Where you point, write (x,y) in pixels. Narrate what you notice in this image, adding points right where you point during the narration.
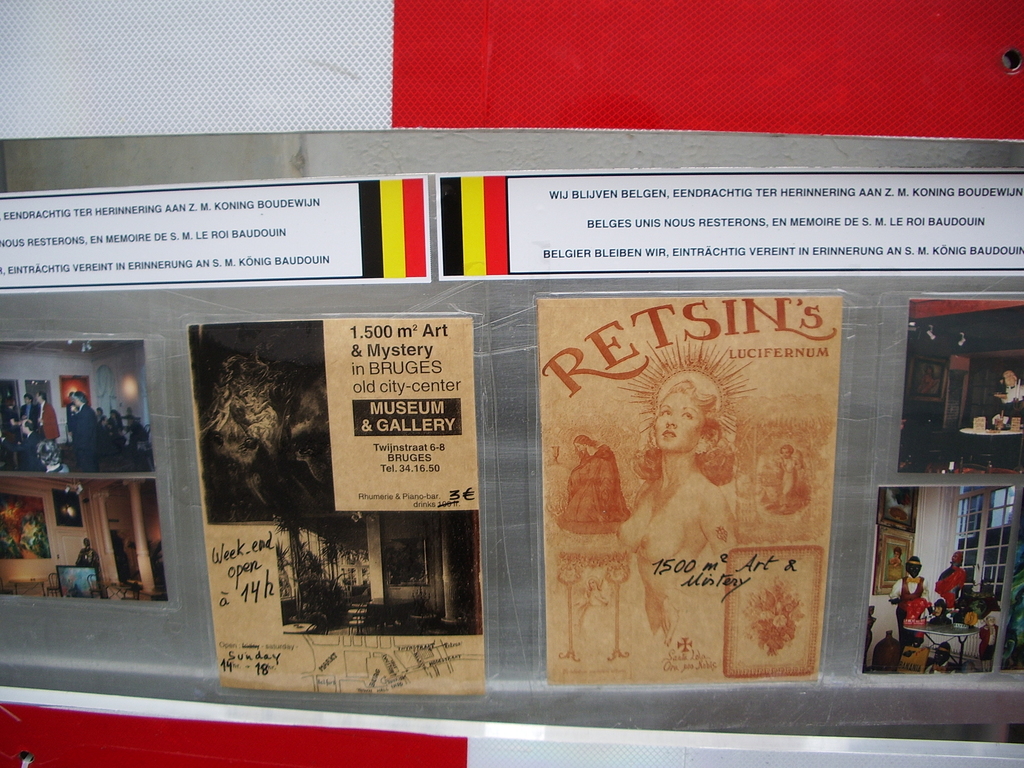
In this image there are some posters (309,403) and photos (102,457) on a wall (178,598).
